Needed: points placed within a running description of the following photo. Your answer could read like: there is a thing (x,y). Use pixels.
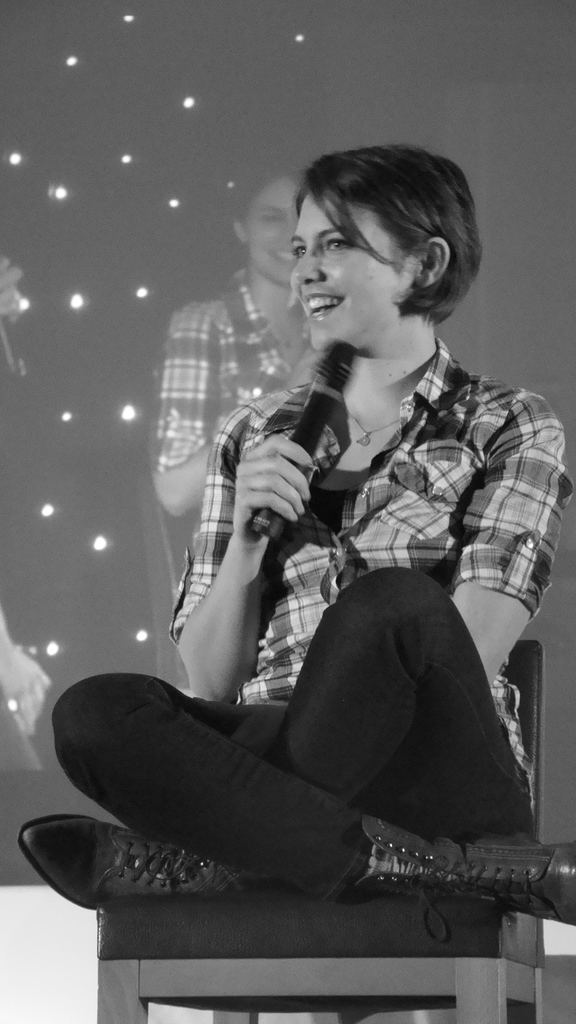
This is a black and white image. In this image we can see there is a girl (325,580) sitting on the chair (500,924) and holding a mic (329,417) in her hand (304,470). In the background (200,410) there is a screen (95,247). On the screen (78,242) we can see there are few lights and the girl (184,392) sitting on the chair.
